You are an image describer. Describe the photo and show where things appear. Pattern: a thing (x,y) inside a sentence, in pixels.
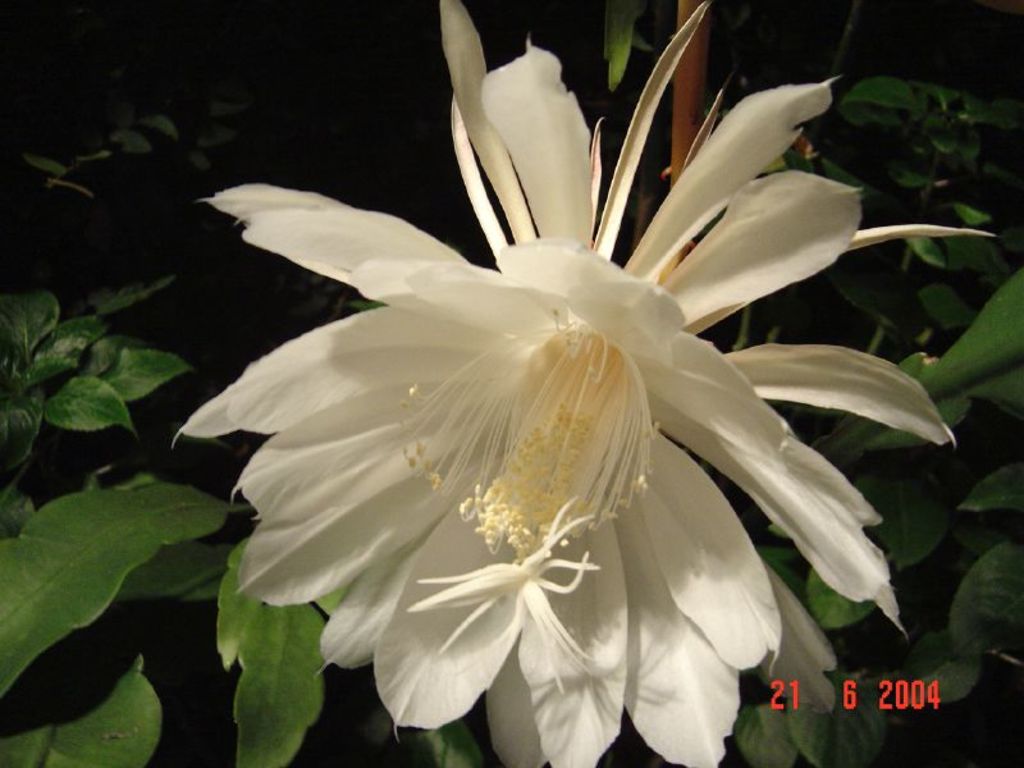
In this image we can see flower (404,293). In the back (909,582) there are leaves (241,550). Also there are numbers (906,692) in the right bottom corner (893,693).
